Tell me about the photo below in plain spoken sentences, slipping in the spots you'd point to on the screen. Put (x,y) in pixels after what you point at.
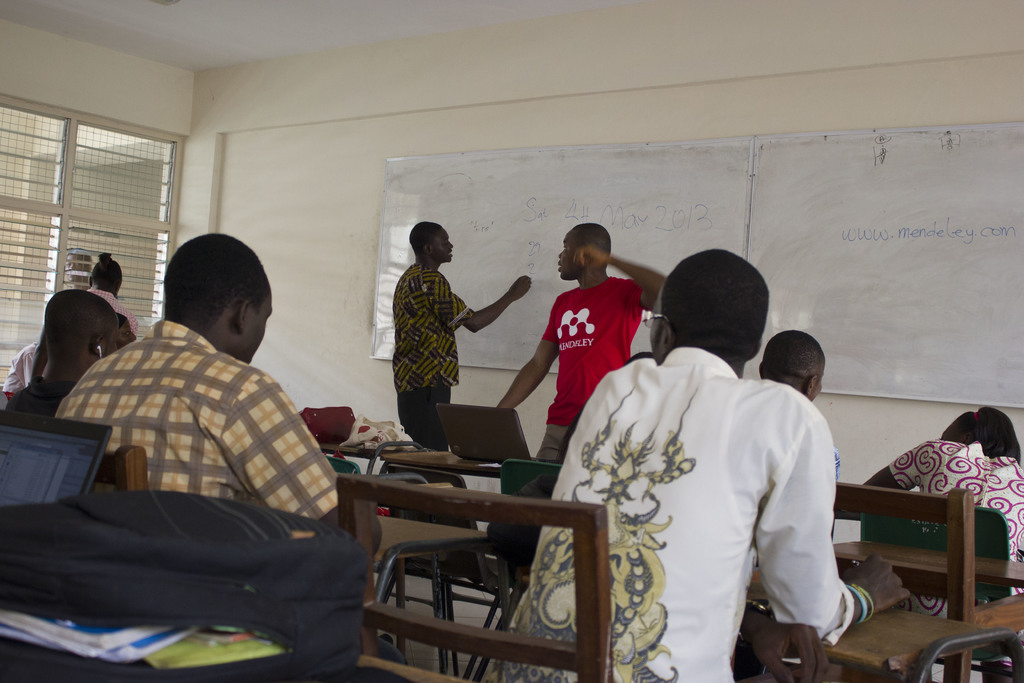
The image is taken in the classroom (574,528). There are students (651,578) sitting on the benches (593,574). In the center of the room (569,375) there are two people (428,382). The man (422,368) who is wearing a patterned shirt (462,320) is writing on the board (586,222). In the background (600,168) there is a board (608,179), a window (104,172) and a wall (533,102).
